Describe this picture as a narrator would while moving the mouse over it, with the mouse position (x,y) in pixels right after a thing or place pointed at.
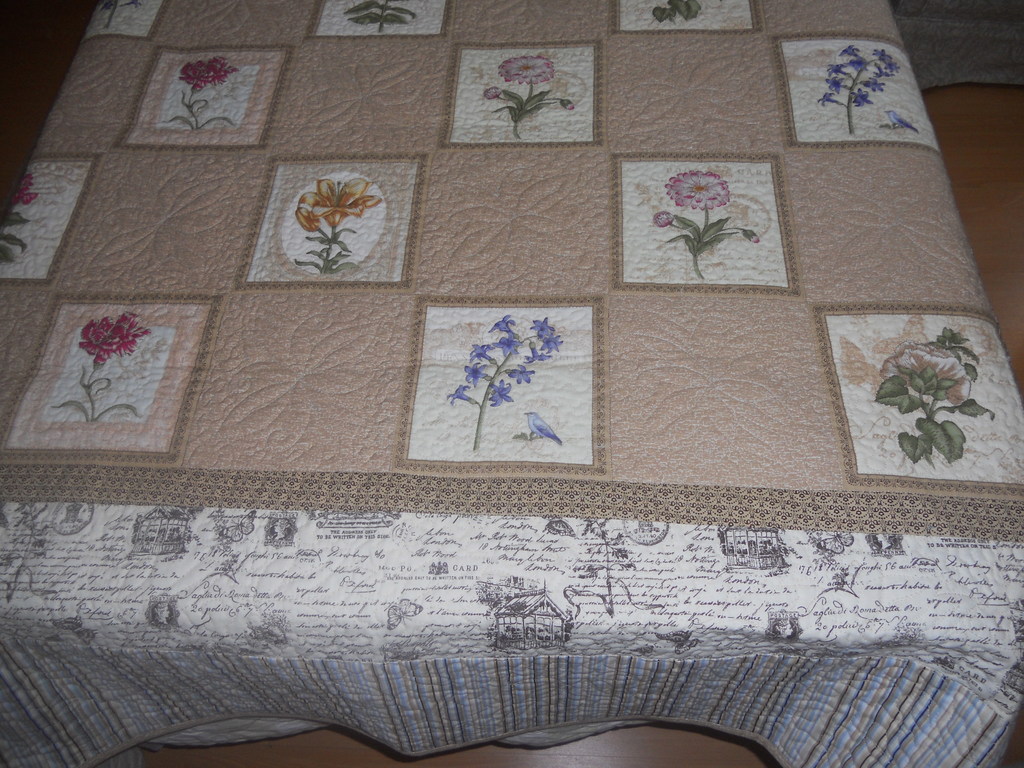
In this image we can see a cloth (524,433) on which group of flower designs (326,215) are made is placed on a table (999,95).
